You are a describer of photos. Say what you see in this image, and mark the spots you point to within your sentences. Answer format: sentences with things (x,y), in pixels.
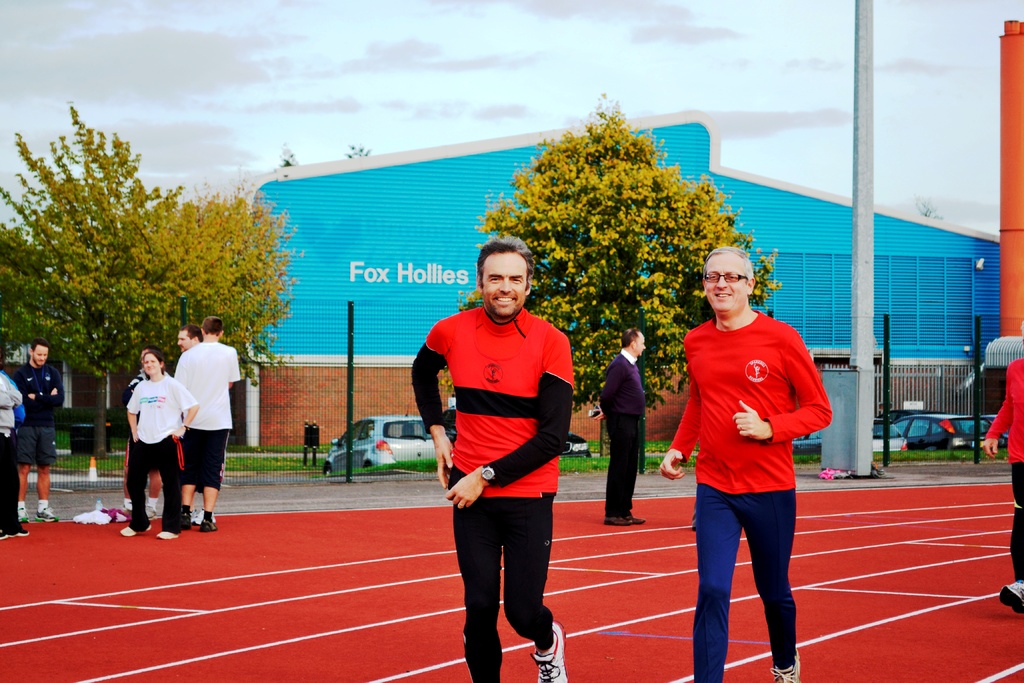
In this picture we can see some people (17,519), behind we can see shed (306,351), boards (422,277) and some vehicles (422,429), trees (605,352) and grass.
